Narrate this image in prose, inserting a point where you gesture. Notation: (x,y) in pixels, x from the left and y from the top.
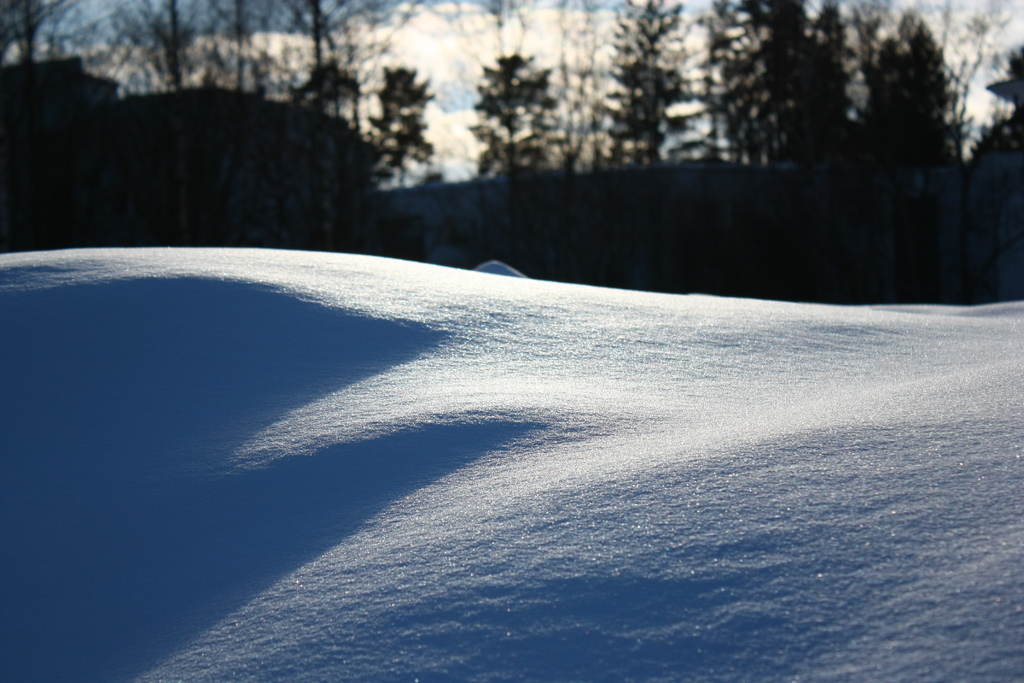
In the image there is snow land (199,415) in the front (537,513) and behind there are trees (311,124) and above its sky (440,84) with clouds (451,39).
